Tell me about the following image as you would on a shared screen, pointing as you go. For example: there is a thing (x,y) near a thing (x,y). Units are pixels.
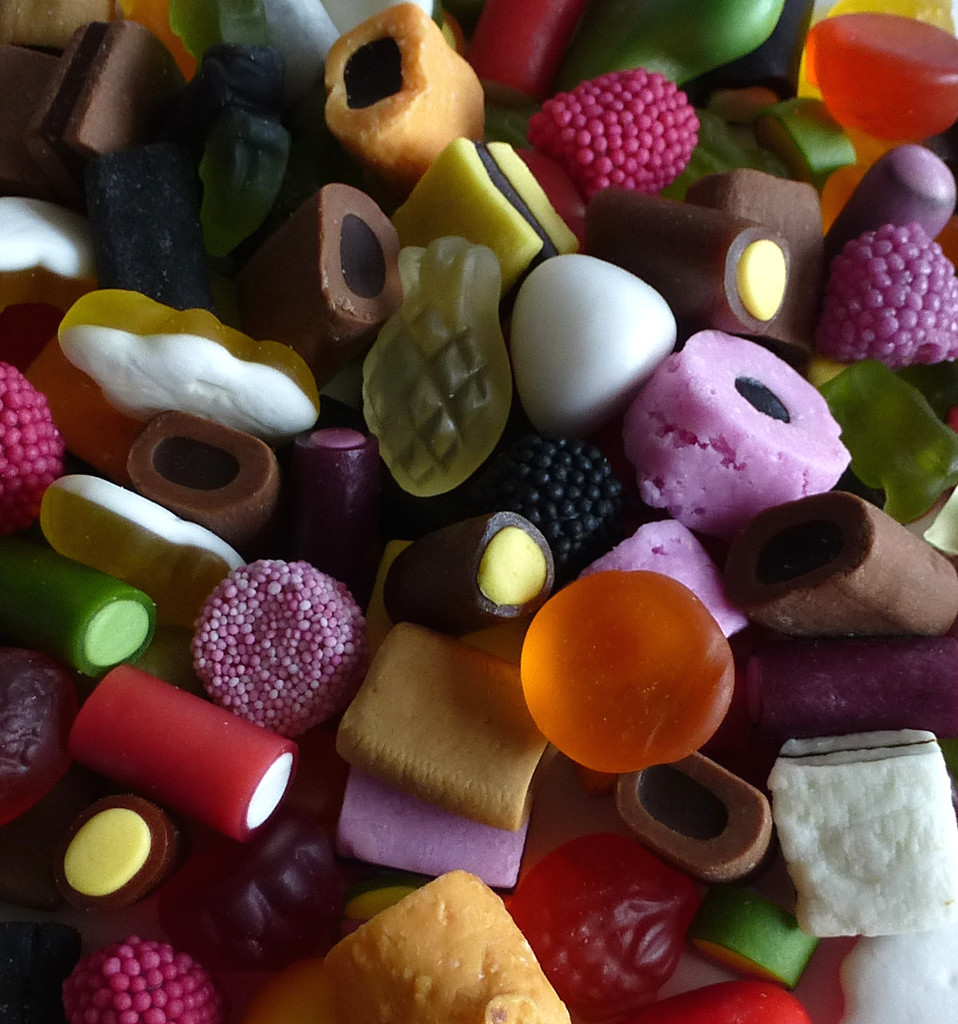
In this image I can see number of colourful candies (292,408).
